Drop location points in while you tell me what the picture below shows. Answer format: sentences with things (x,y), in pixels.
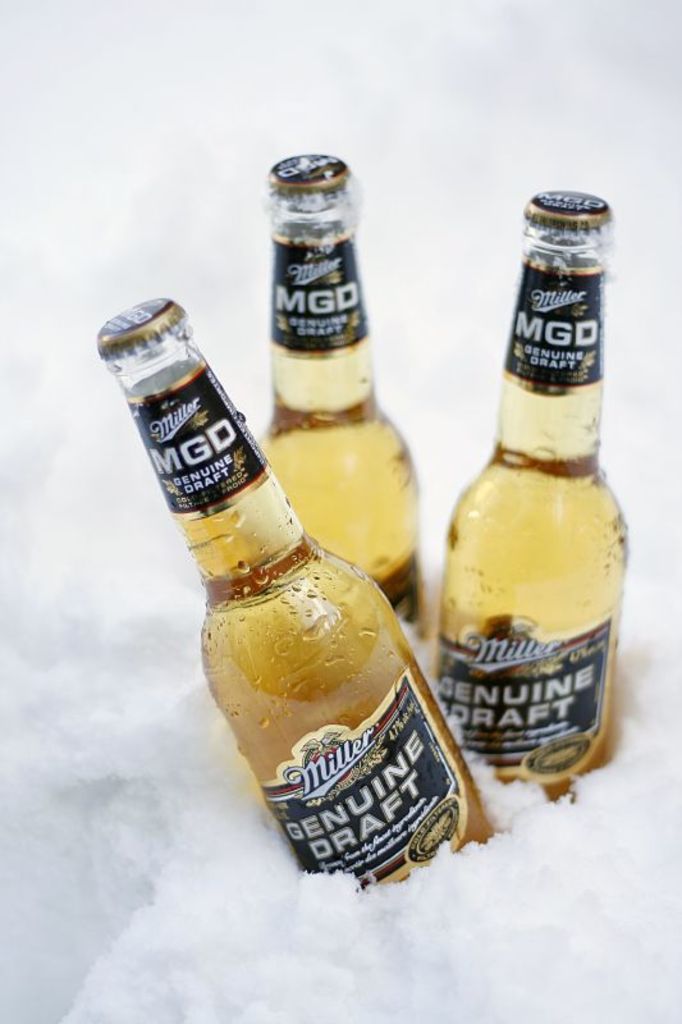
In the image we can see there are beer bottles (531,568) in the snow (498,864).
